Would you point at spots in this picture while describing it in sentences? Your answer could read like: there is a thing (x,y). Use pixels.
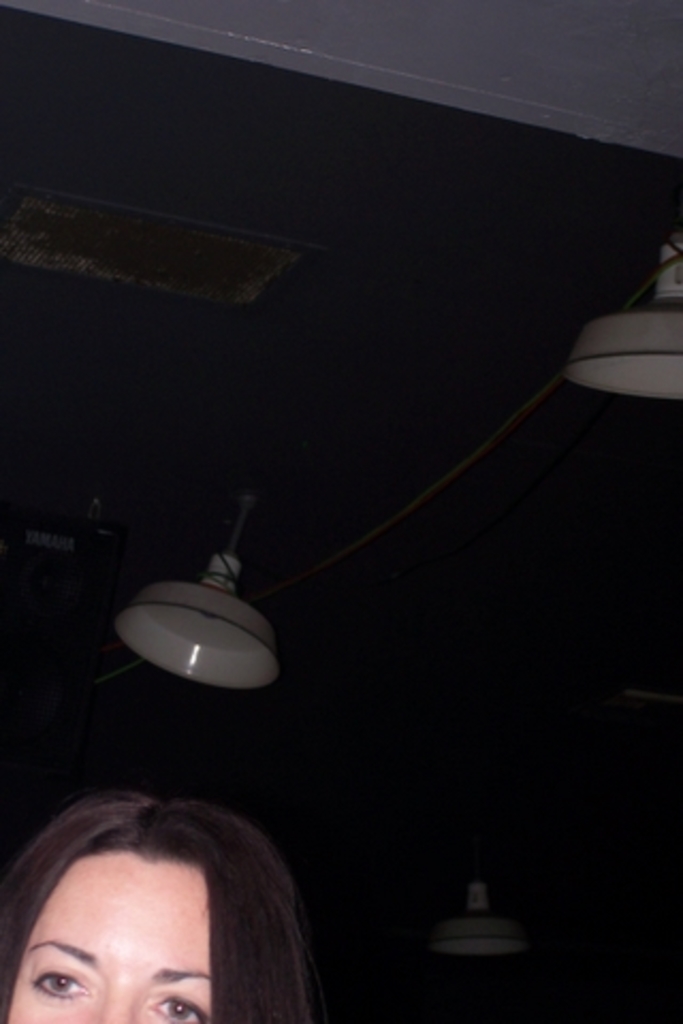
At the bottom of the image (103,971) there is a woman (105,877). At the top of the image (176,59) there is ceiling (143,333) with some objects (649,381).
